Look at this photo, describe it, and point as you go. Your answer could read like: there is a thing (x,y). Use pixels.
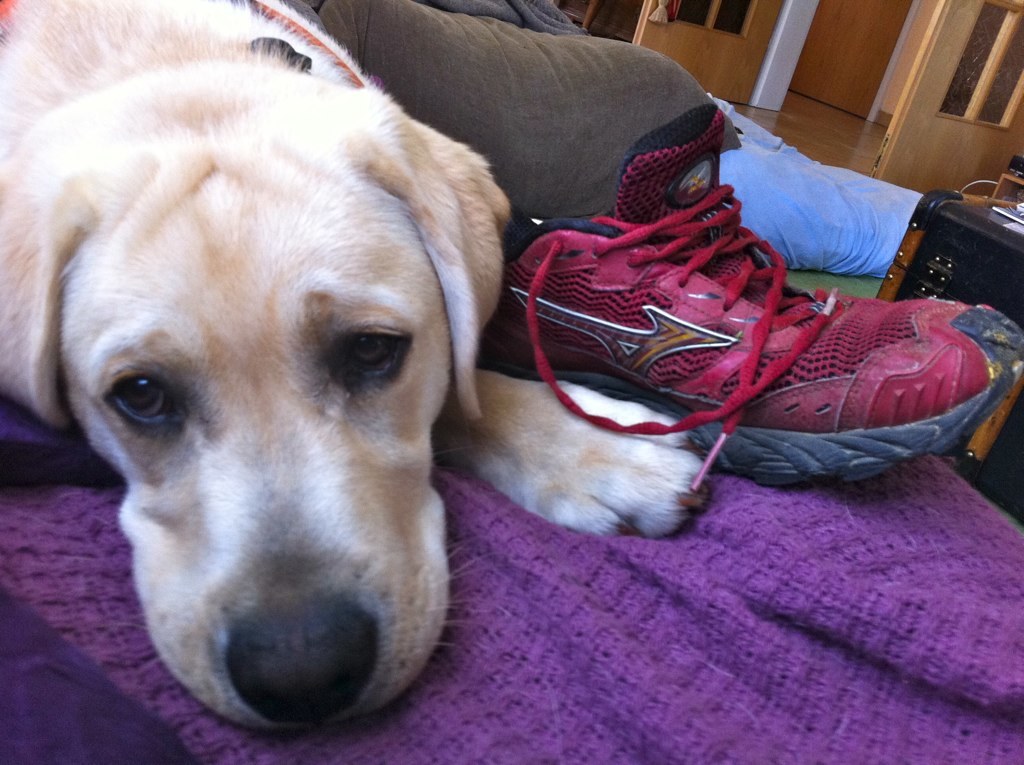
In this picture a dog (272,114) is lying on the bed (673,650) with a red shoe (783,384) beside it.
